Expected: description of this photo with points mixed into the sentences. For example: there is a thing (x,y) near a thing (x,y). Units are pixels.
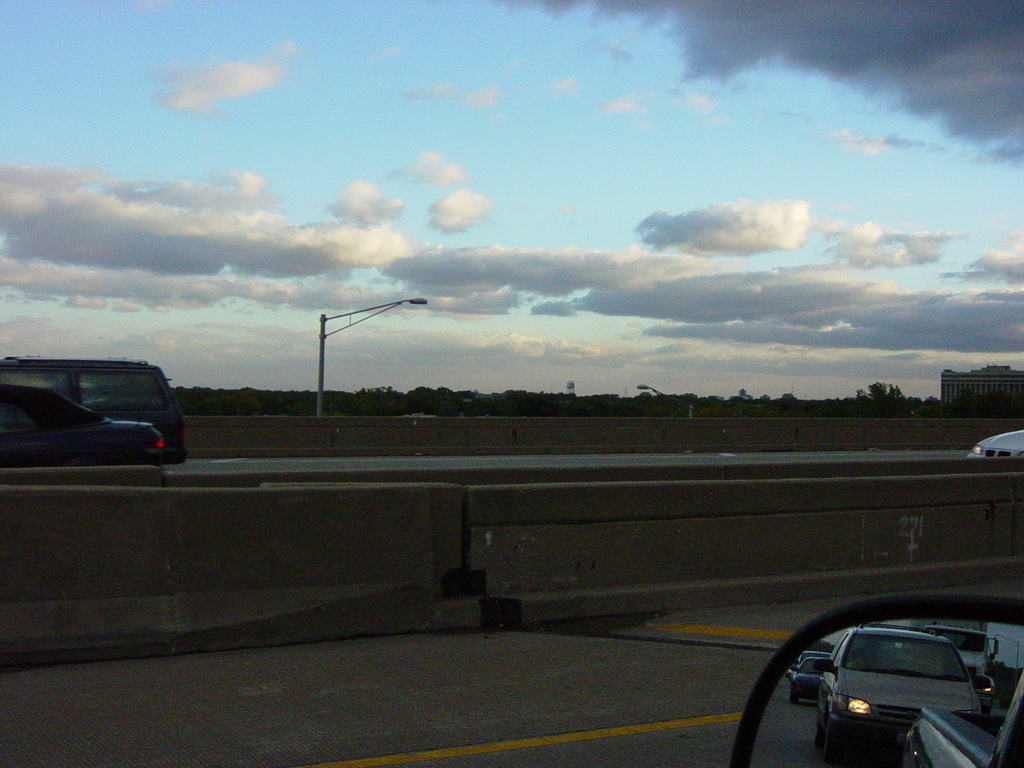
In this image on the road (171,469) many vehicles (12,431) are moving. In the background (911,404) there are trees (919,403), street light (335,323), building (966,389). The sky (531,215) is cloudy.
